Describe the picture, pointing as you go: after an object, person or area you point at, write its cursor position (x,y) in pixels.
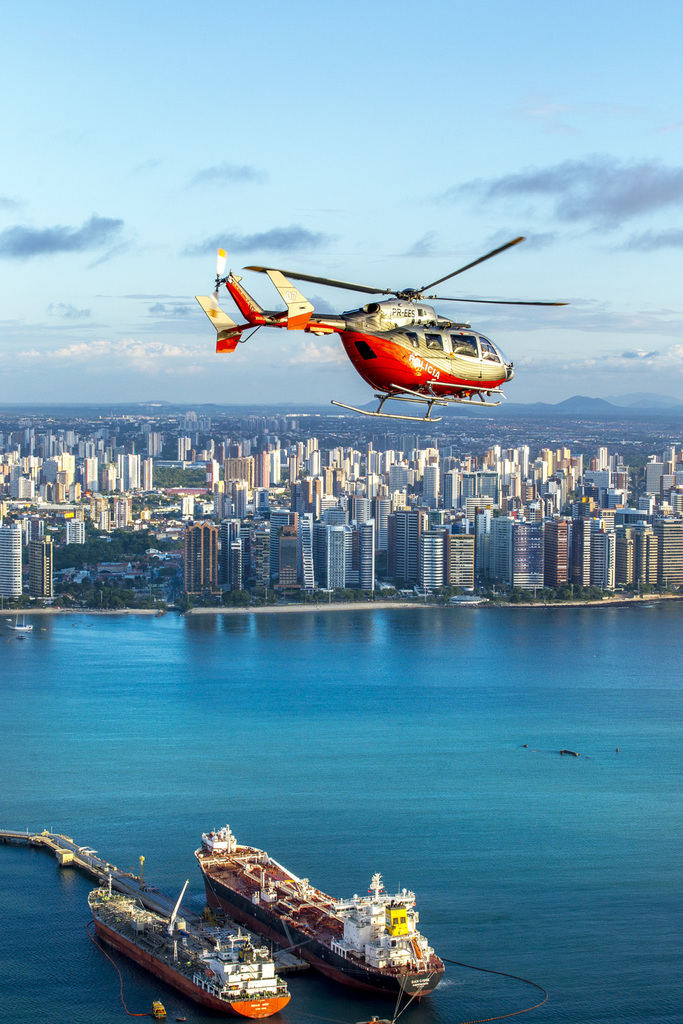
In the picture I can see an helicopter (412,352) is flying in the air, I can see two ships (355,925) are floating in the water (366,673), I can see tower buildings (13,564), trees (95,551), hills (668,413) and the cloudy sky (250,344) in the background (250,344).
